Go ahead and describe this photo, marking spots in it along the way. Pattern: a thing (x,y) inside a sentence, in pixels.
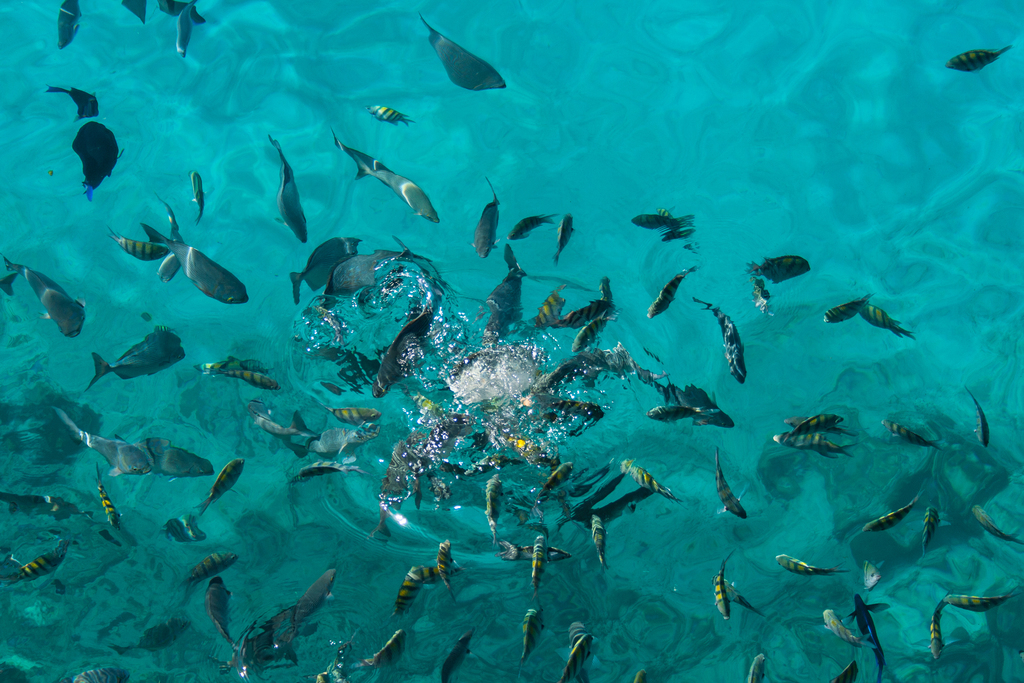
In this image we can see so many fish (714,311) in the water (697,445).
